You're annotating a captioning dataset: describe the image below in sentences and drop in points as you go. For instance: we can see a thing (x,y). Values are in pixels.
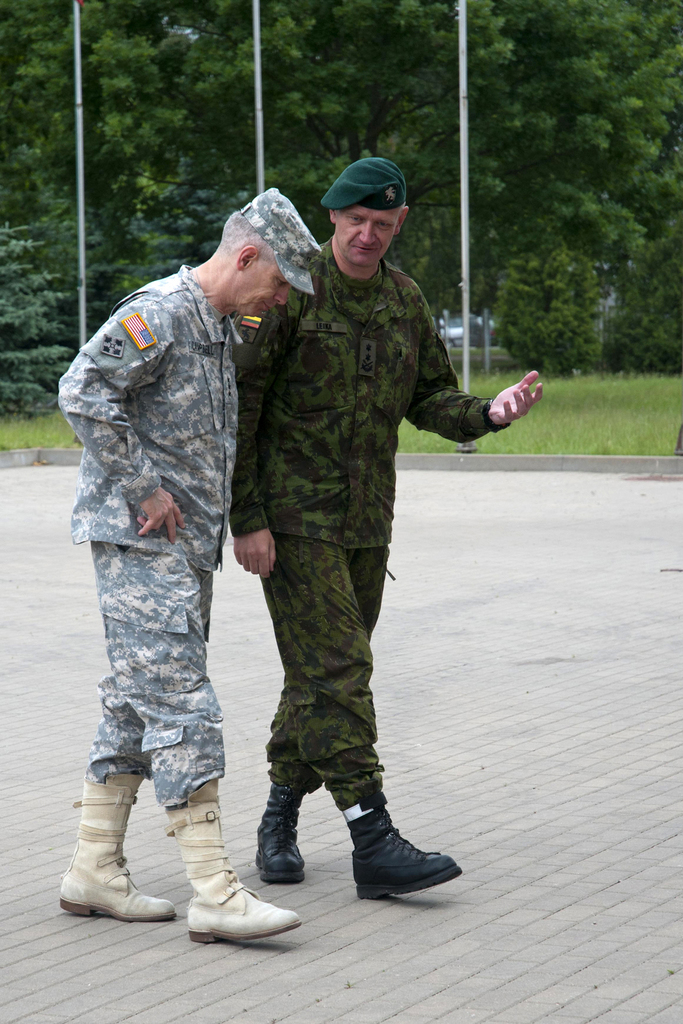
In this image we can see two persons (256,514) walking on the floor (495,471), there are poles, grass (559,393), trees (483,282), and plants (579,357).
